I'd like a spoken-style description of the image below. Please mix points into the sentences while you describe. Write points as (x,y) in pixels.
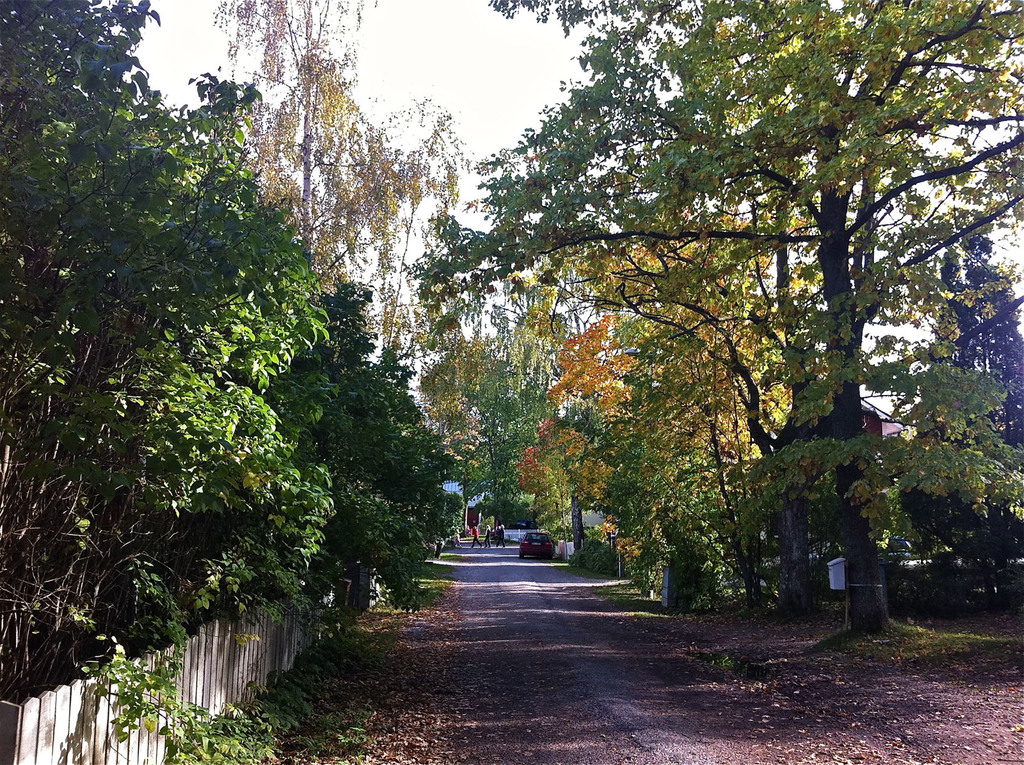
As we can see in the image there are trees (408,325), wooden wall (229,678), car (535,539), group of people (496,536), plants (658,544) and at the top (456,61) there is sky (434,64).
